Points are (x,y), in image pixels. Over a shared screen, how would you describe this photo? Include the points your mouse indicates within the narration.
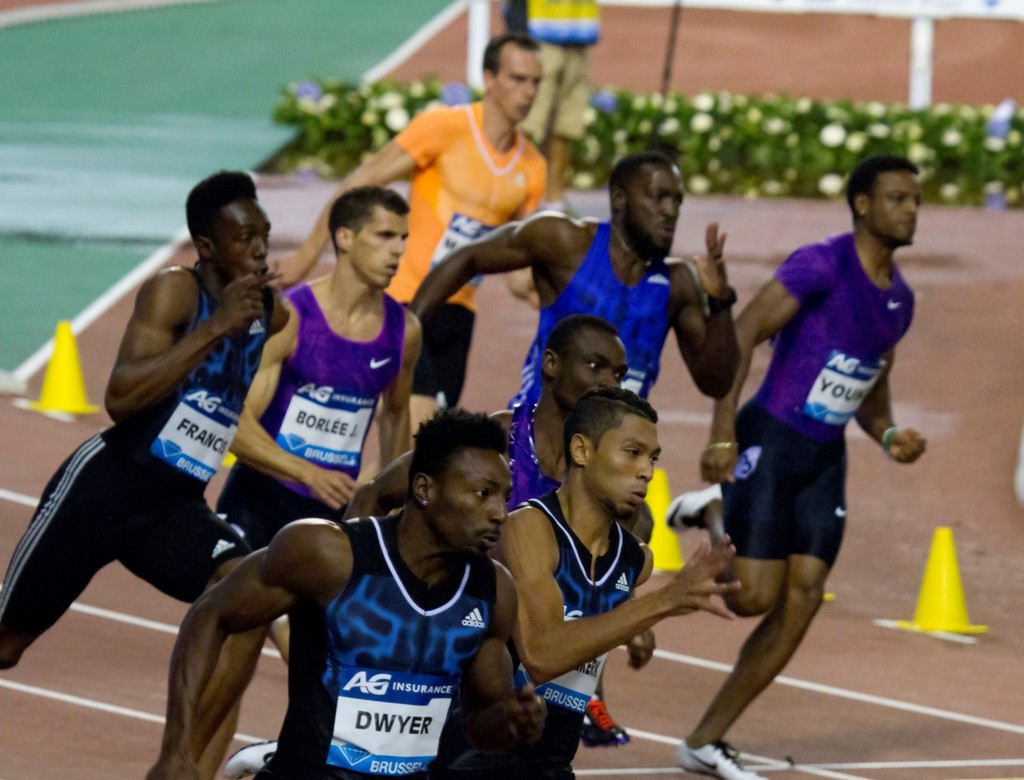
In this picture we can see some people (514,507) running, there are some cones (70,372), in the background (781,148) there are some flower plants (766,140).
